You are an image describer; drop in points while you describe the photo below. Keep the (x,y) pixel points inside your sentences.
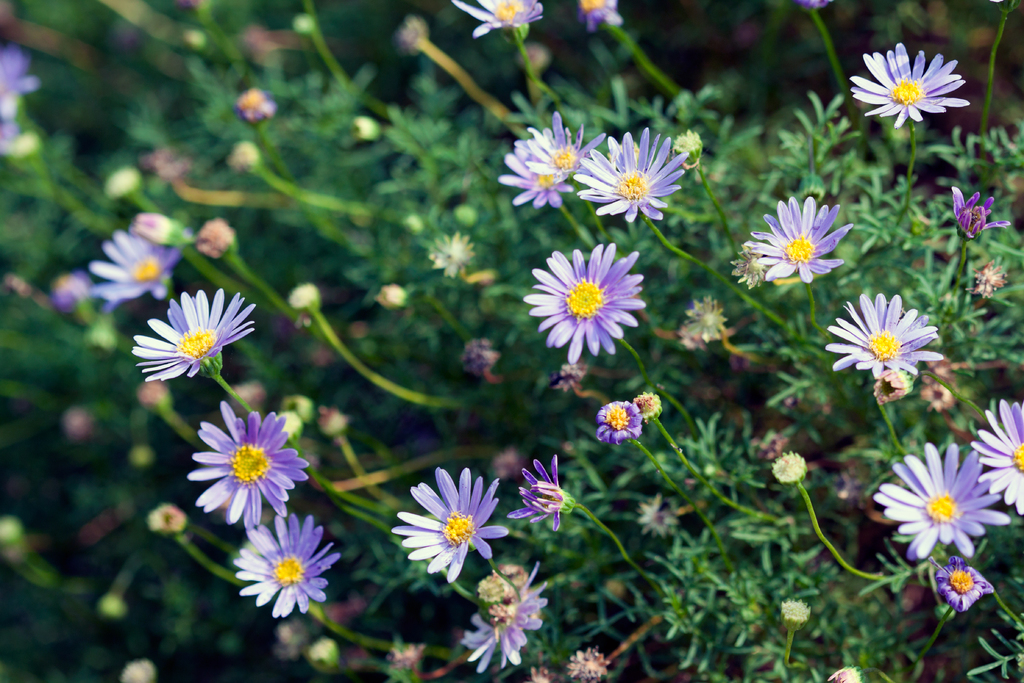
There are many violet and yellow color flowers (611,287) in the plants (682,403).
